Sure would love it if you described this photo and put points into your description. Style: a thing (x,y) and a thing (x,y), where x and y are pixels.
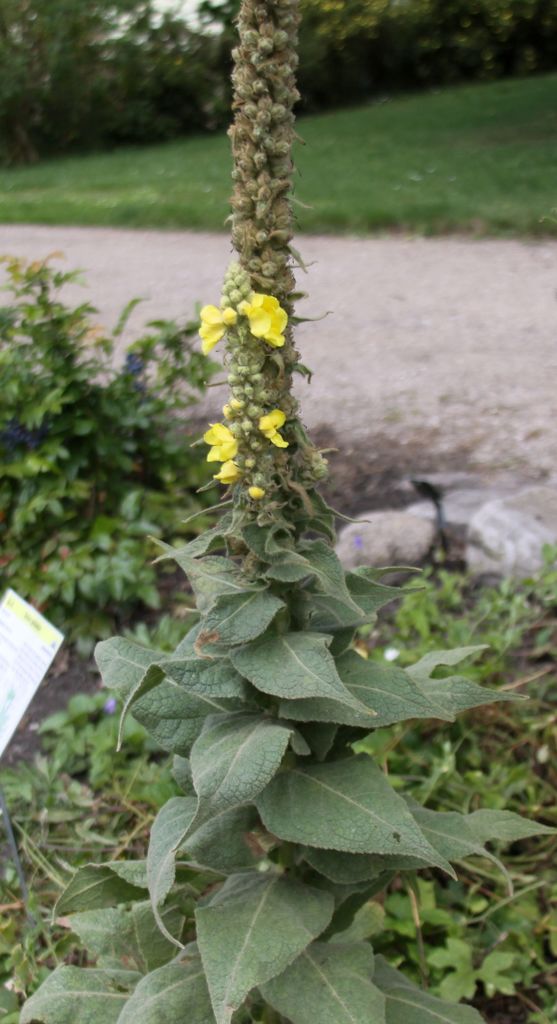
In this image we can see plants (322,534), grass (530,191), flowers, stones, and a paper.
